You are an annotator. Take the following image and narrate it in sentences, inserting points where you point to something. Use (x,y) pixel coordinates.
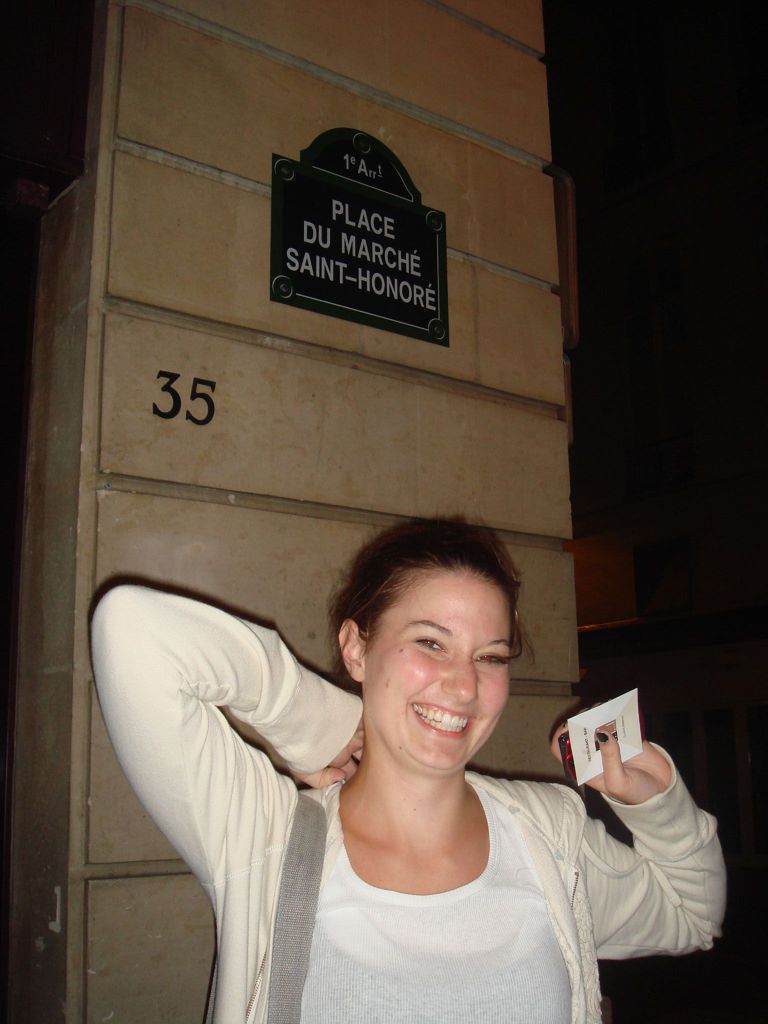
In this image there is a woman (173,770) holding a card (585,732) and smiling, and in the background (378,258) there is a board (318,214) and numbers (213,388) on the pillar (232,471).
